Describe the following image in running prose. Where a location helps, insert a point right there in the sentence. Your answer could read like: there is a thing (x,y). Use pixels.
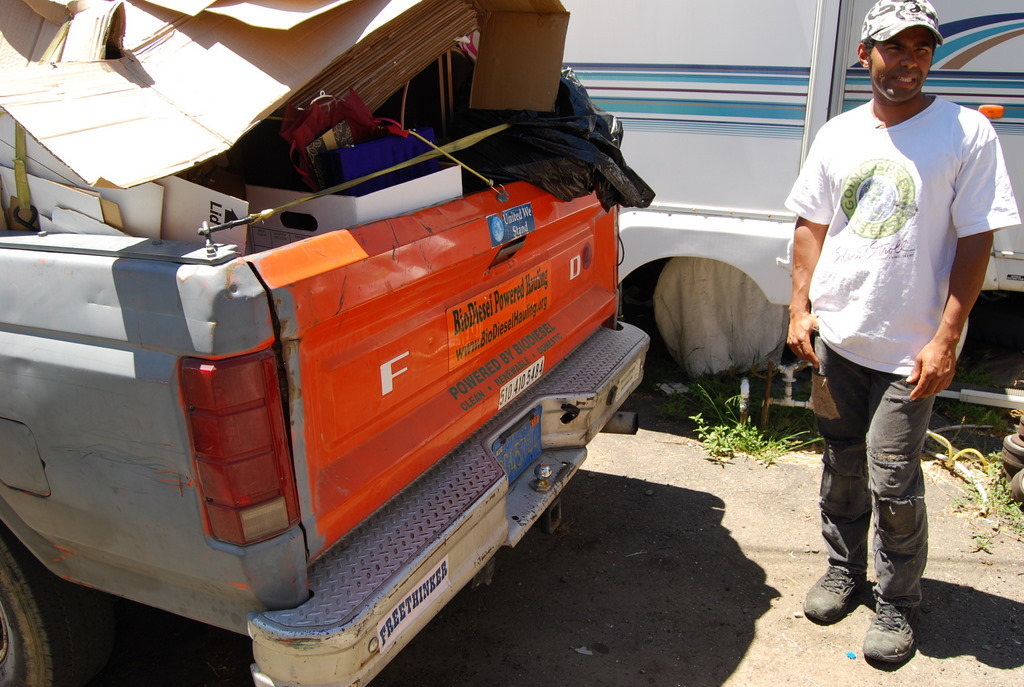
On the right side of the image (876,644) we can see person (878,587) standing on the road (864,601). On the left side of the image (292,660) there is a truck (292,505) and a scrap (153,82) placed in it. In the background (586,74) there is a vehicle (695,47).
